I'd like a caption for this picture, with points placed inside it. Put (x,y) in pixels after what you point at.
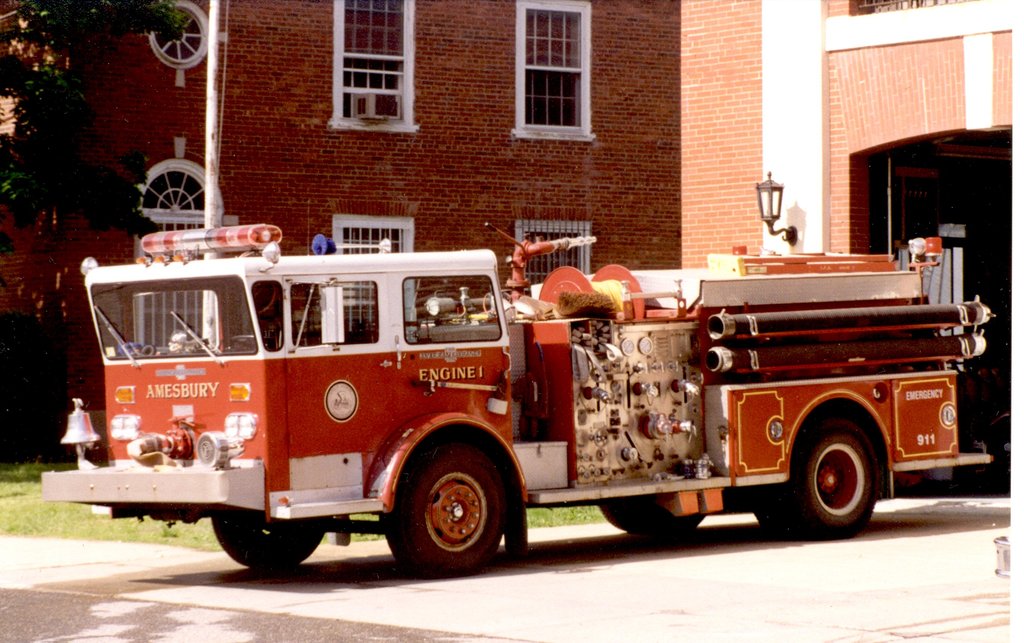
In this picture we can see a vehicle (489,456) on the ground (182,574), grass (129,526), tree (65,33), building (646,198) with windows (552,74) and some objects (651,349).
